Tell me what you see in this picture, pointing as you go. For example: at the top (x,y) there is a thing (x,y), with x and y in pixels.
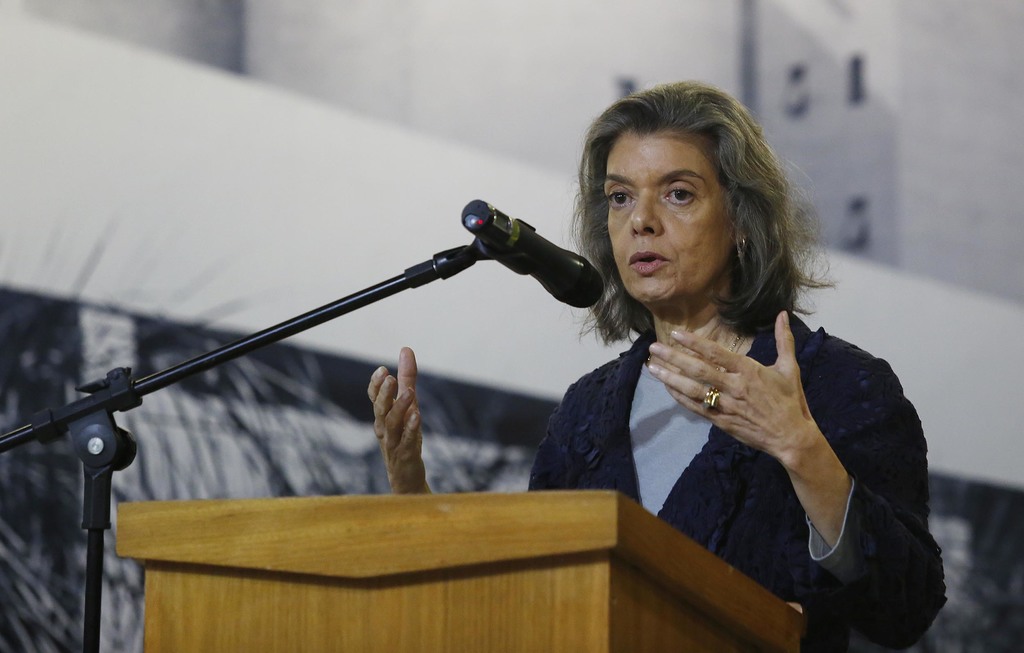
In the picture I can see a woman (837,630) standing in front of a wooden podium (730,639) and she is speaking on a microphone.
